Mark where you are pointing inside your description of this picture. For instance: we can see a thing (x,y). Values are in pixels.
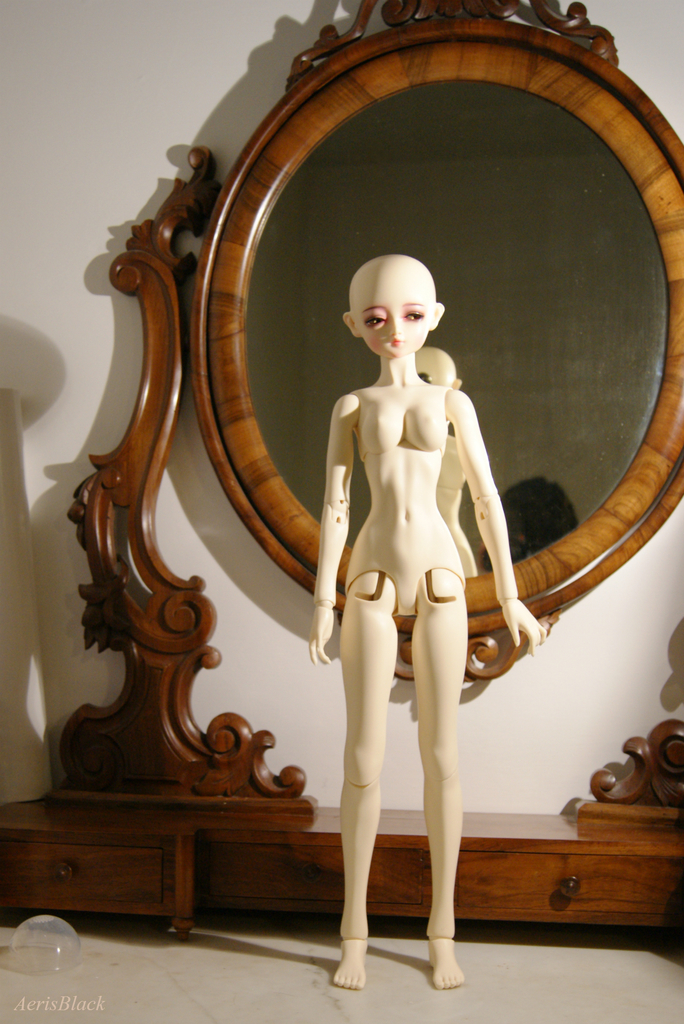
In this picture I can see a doll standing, there is a mirror (515,381) with drawers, there is an object (28,733), and in the background (84,274) there is a wall (76,237) and there is a watermark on the image.
